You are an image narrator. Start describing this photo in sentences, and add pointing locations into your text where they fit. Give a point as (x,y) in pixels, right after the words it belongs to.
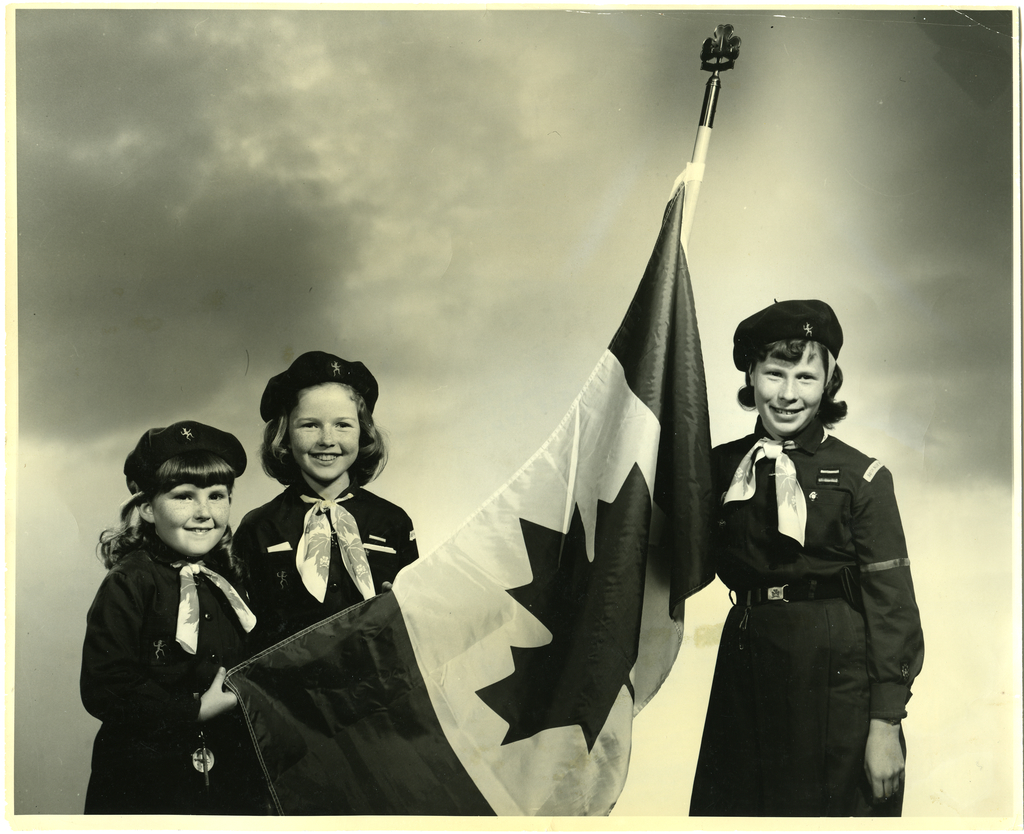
In the picture I can see few children (369,505) are holding flag (417,622).
